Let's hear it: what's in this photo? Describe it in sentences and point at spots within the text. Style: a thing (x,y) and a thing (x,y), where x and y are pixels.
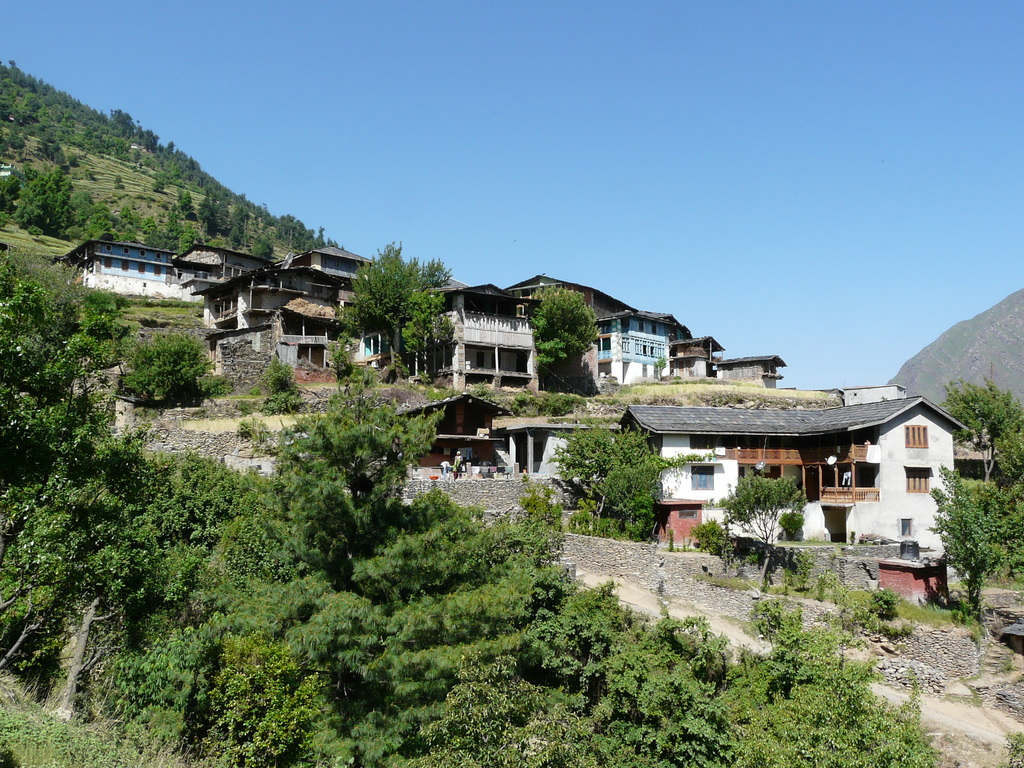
In the background (563,163) we can see the sky (472,133), hills (121,200) with the thicket (219,200). This picture is mainly highlighted with the houses (135,288). We can see the trees (20,323) and plants (863,712). On the right side of the picture (906,560) we can see a black tank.
